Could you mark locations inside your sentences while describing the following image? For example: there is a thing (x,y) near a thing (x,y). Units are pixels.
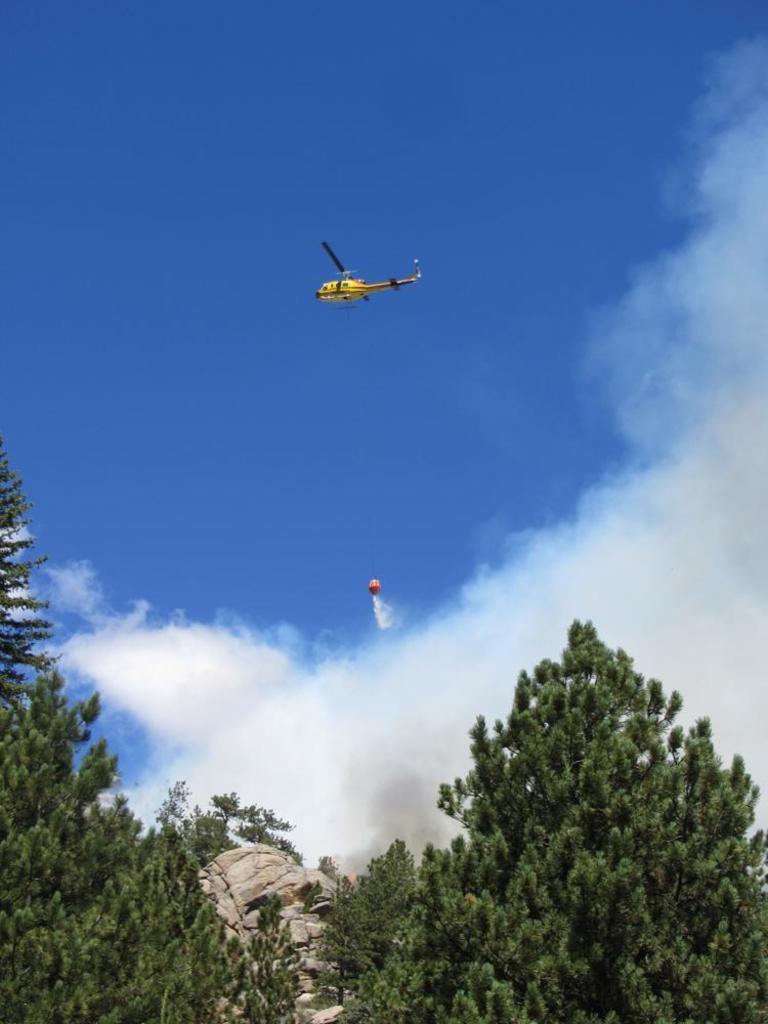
In this image we can see a helicopter (347,277) and a water bucket (380,589) in the sky (544,379) with clouds (600,500) and in the bottom (560,962) there are trees (26,657) and a rock (259,851).
